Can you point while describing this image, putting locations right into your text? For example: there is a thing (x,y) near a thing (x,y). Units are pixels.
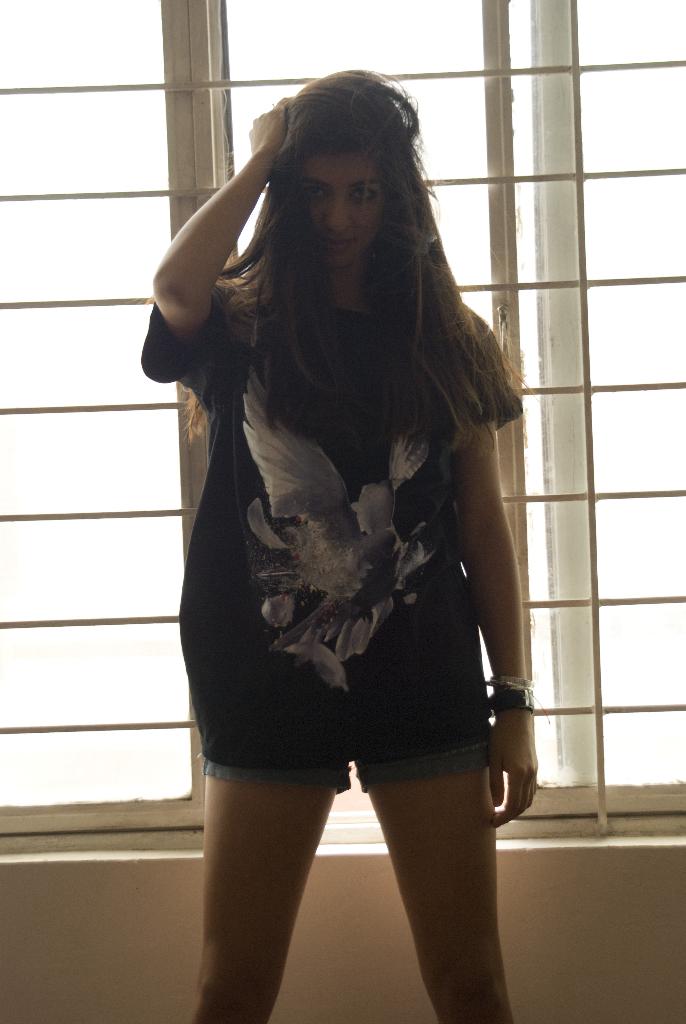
In this image I can see a woman (325,608) is standing. In the background (586,388) I can see a window (617,612).
